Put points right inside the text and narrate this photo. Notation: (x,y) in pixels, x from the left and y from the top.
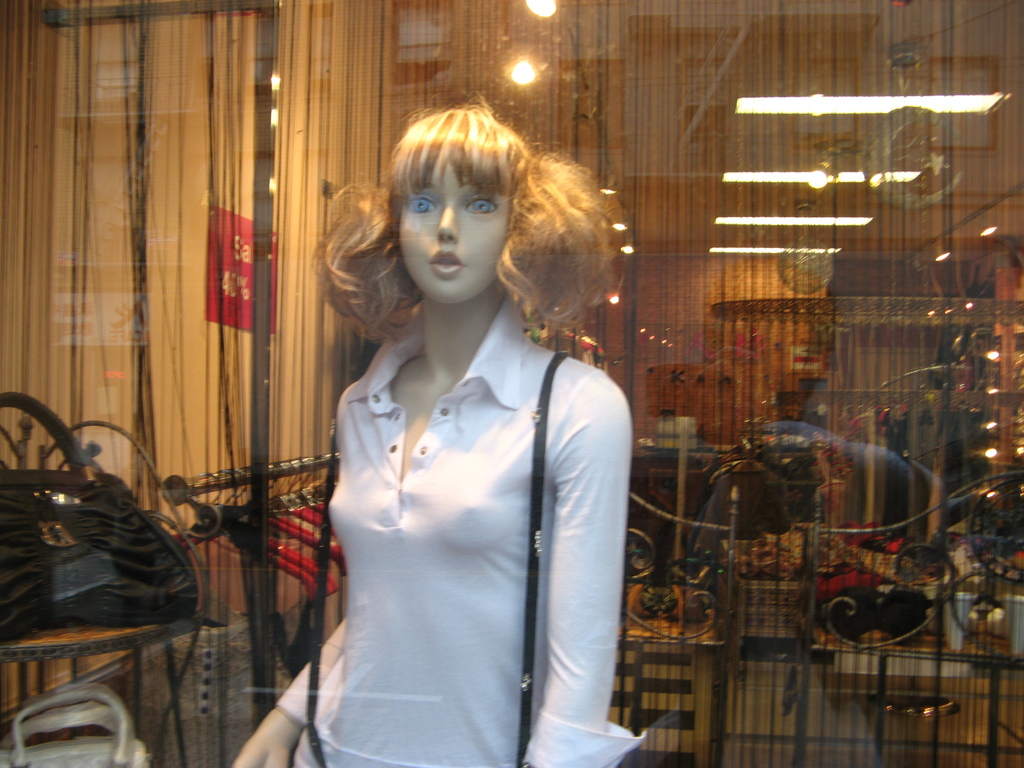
In this image there is a statue (425,570) of a girl (436,542) who is wearing the white shirt (434,602). In the background (585,114) there are curtains (196,114). In front of the statue (451,186) there is a glass (493,313). At the top (531,15) there are lights (543,5). On the left side (39,644) there is a table (39,644) on which there is a handbag (86,503).
